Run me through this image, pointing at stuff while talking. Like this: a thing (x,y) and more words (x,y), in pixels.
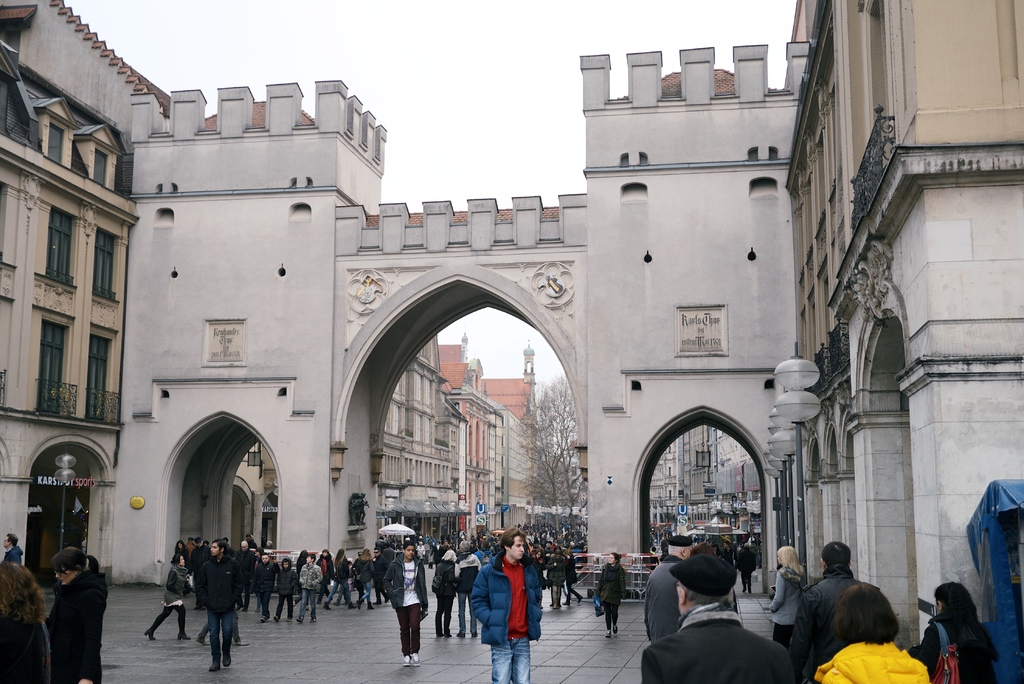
In this picture we can see a group of people (280,582) on the ground (591,611), here we can see few buildings (166,535), trees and some objects (583,589) and we can see sky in the background (560,113).
